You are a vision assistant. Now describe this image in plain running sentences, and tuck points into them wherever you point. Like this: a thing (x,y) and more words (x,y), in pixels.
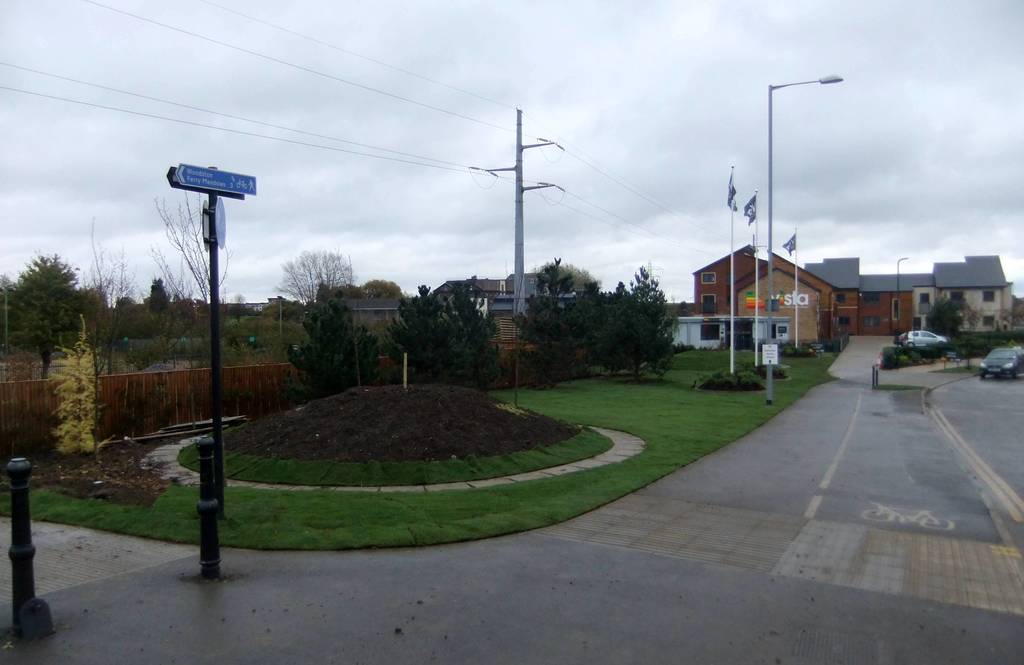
In this image, there are a few poles (756,321), buildings (746,332), vehicles (981,372), trees (185,350), boards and wires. We can see the ground (762,569). We can see some grass (613,491) and plants (760,383). We can also see the fence (270,395) and the sky (551,204) with clouds (653,217). We can also see some flags (732,201).
